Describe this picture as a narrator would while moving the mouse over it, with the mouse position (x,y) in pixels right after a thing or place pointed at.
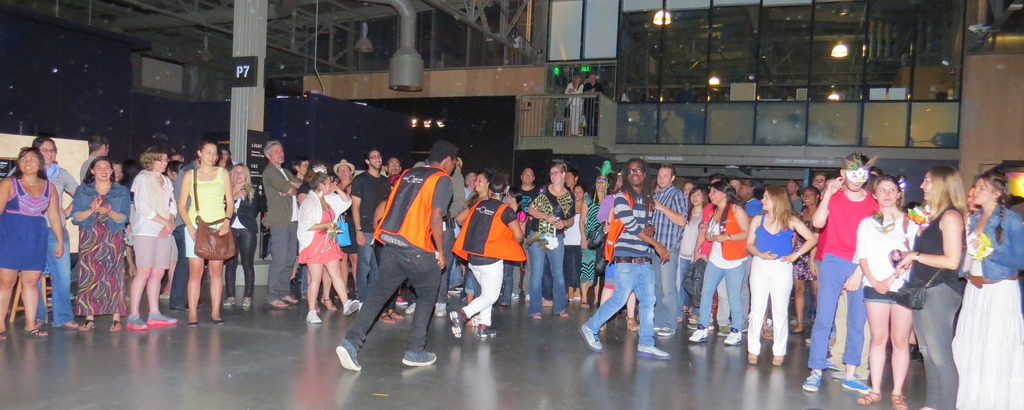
In this picture I can see there are a group of people (182,302) standing here and they are wearing different color dresses (549,270). There is a wall (826,99) here and the wall (632,12) is made of glass (634,89).
